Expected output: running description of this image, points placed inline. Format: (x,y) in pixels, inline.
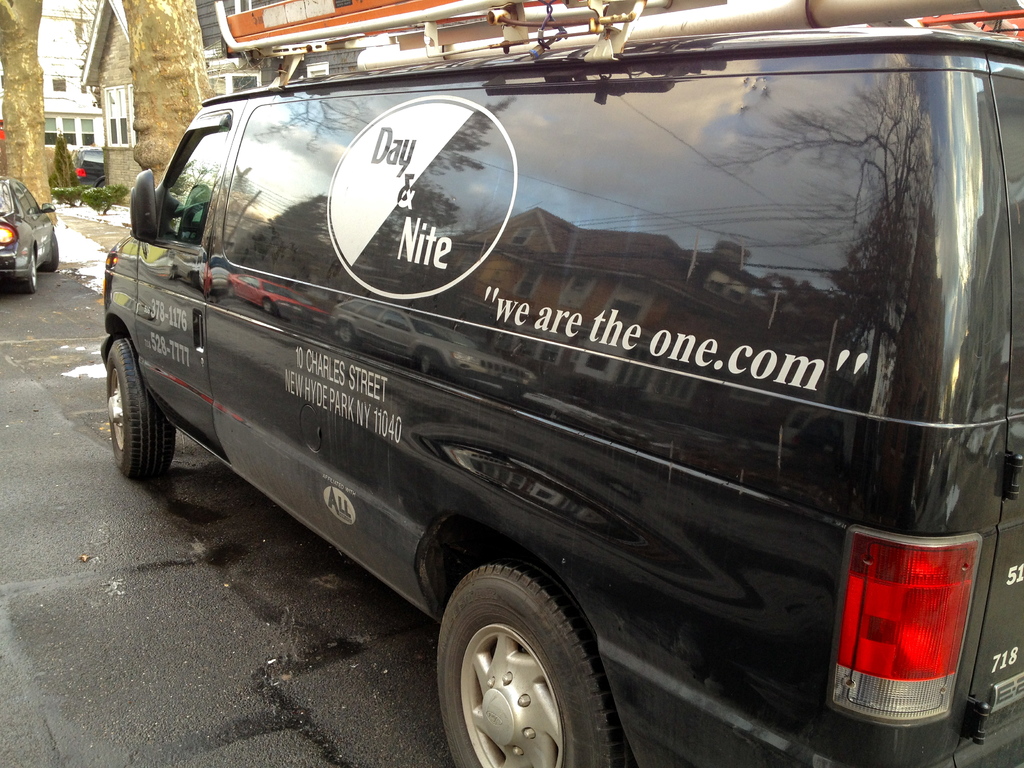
In the center of the image (515,391) we can see vehicles (6,217) on the road (87,501). In the background (89,142) there are houses (113,95) and trees (168,117).
